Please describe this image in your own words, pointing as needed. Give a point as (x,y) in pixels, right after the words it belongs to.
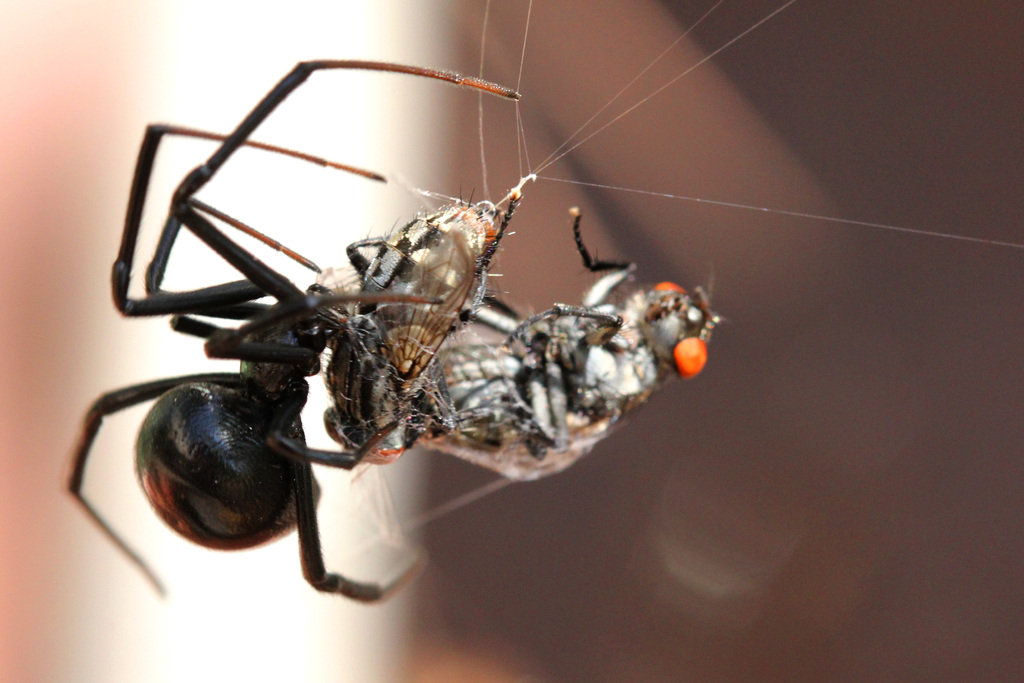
There is 1 spider (282,434) and there is a web (523,50). The background (1004,61) is blurred.
